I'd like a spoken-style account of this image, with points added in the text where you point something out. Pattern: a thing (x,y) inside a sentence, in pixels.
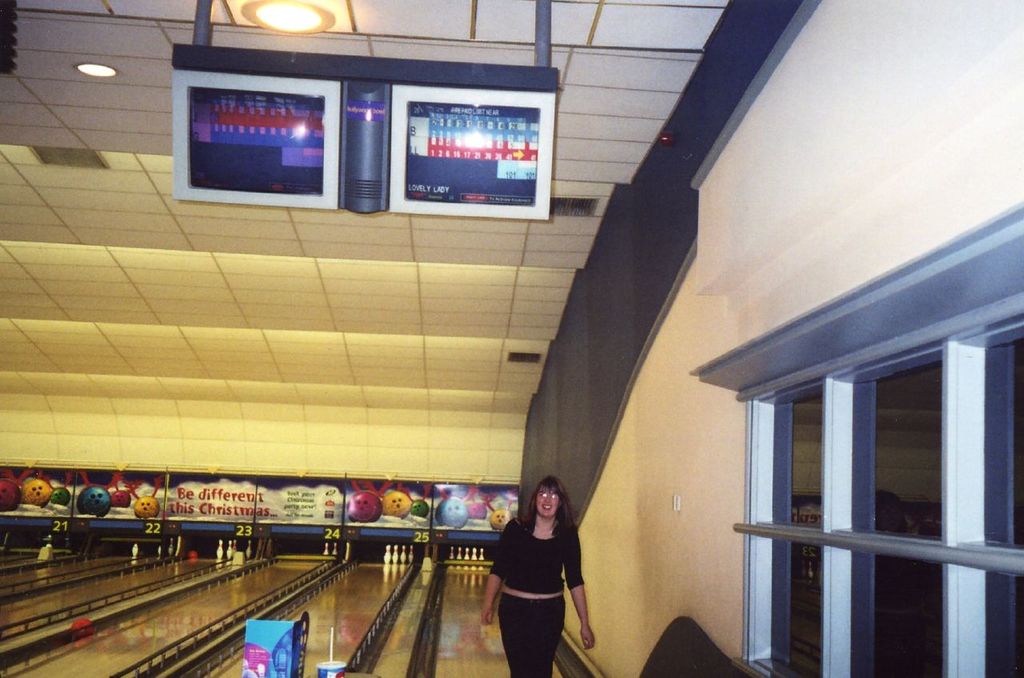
In the middle of the image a woman (537,669) is standing and smiling. Behind her there is wall (617,423). At the top of the image (619,21) there is ceiling (453,406), lights (113,71) and screen (206,85).
